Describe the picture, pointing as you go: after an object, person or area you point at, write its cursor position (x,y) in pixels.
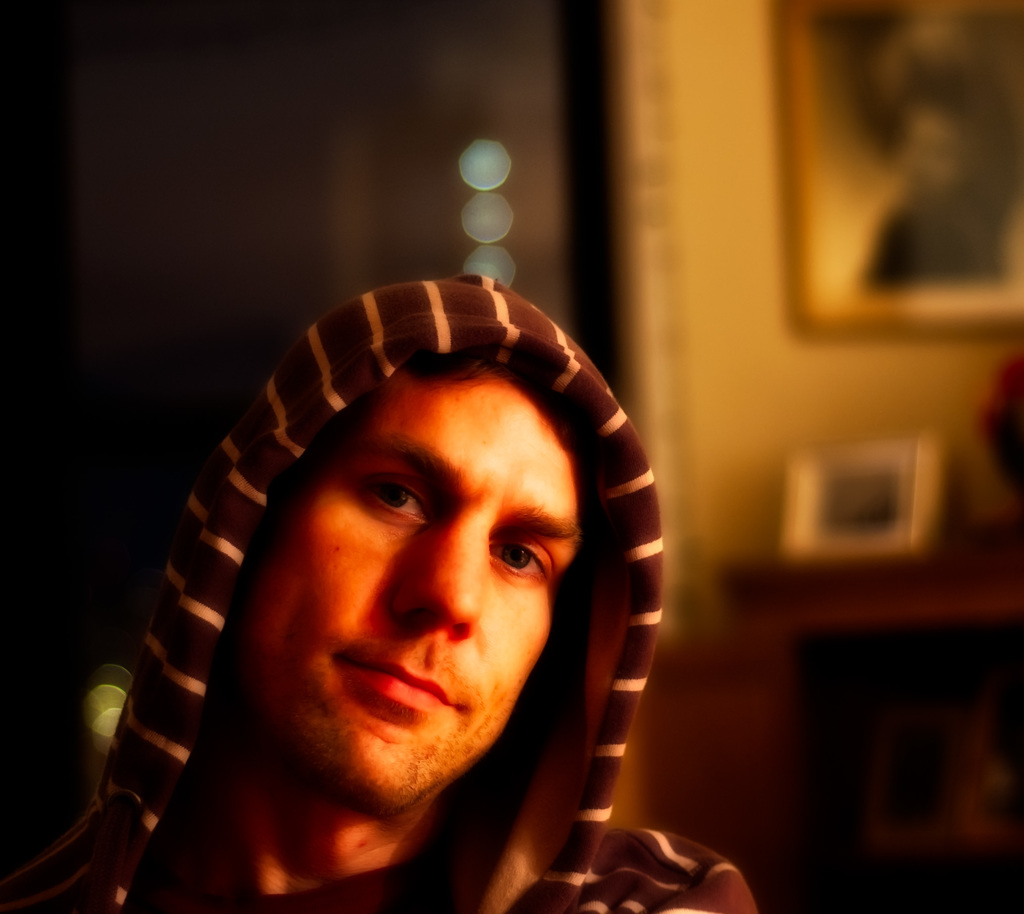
This picture shows a man (370,695) he wore a jacket (312,370) cap (536,337) on his head (491,385) and we see a photo frame (787,200) on the wall (751,159) and a cupboard (961,589) with a flower vase (1020,384) and a small photo frame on it.
